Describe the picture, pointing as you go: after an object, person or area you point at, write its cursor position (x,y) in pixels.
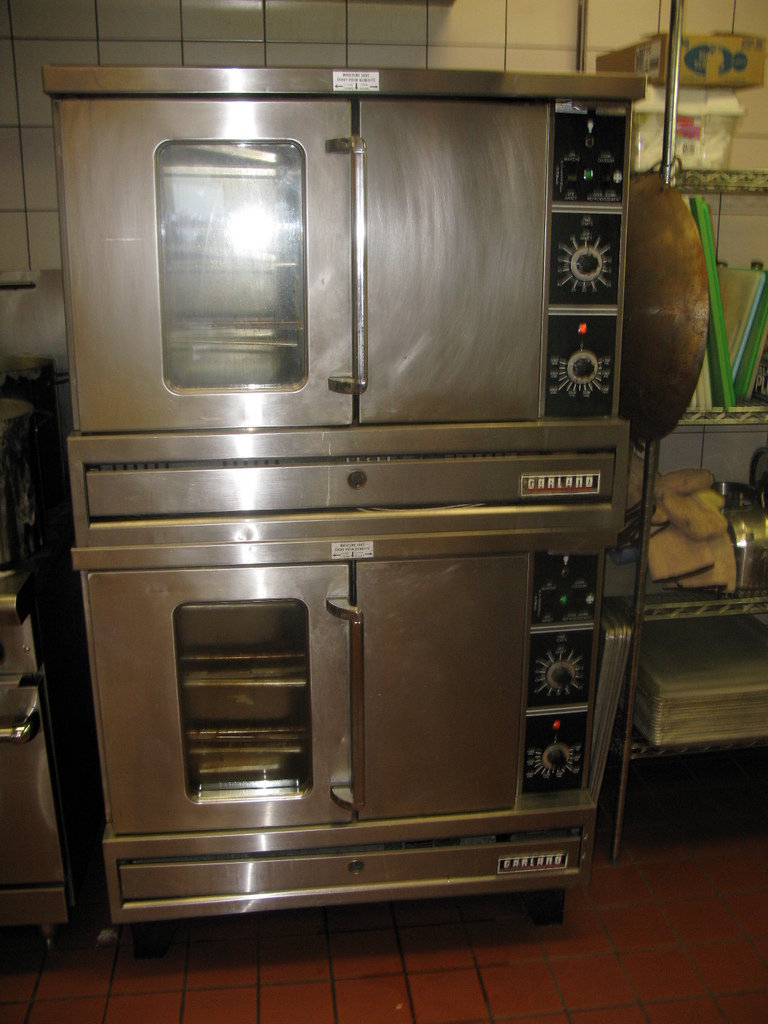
In this image in the front (447,562) there is a machine (414,496). On the right side (732,190) there is a stand (732,178) and on the stand (742,188) there are objects (717,106) which are white, brown and green in colour.
